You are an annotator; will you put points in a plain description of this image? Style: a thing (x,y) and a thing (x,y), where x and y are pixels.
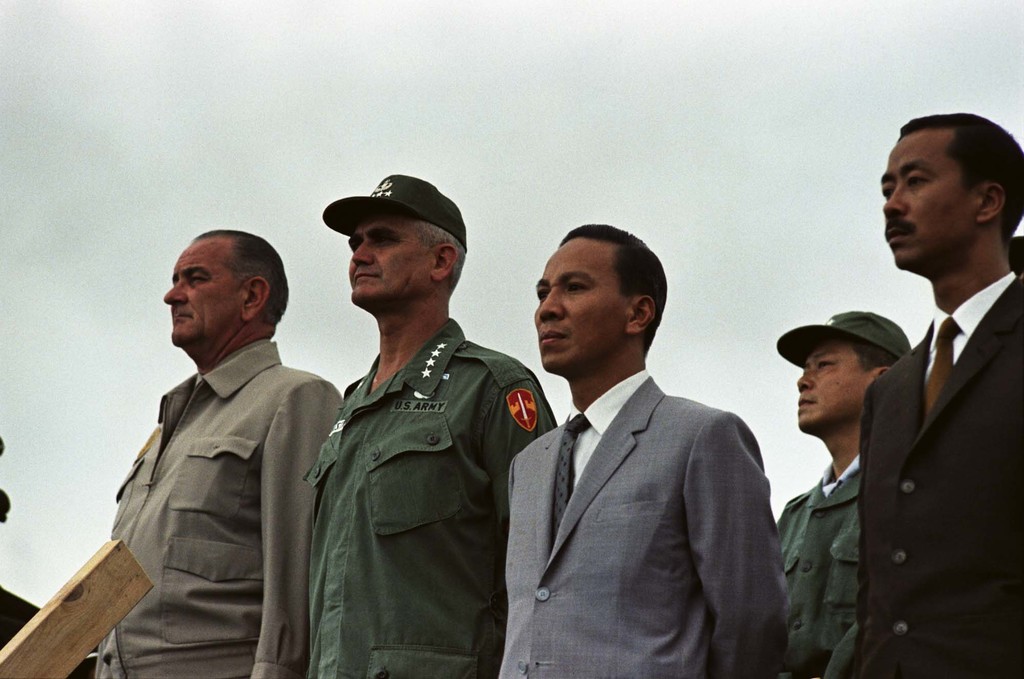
In this image, we can see a group of people (484,579) are standing. In the bottom left corner of the image (92,622), we can see the wooden pole (98,605). In the background (41,384), there is the sky (1000,6).
